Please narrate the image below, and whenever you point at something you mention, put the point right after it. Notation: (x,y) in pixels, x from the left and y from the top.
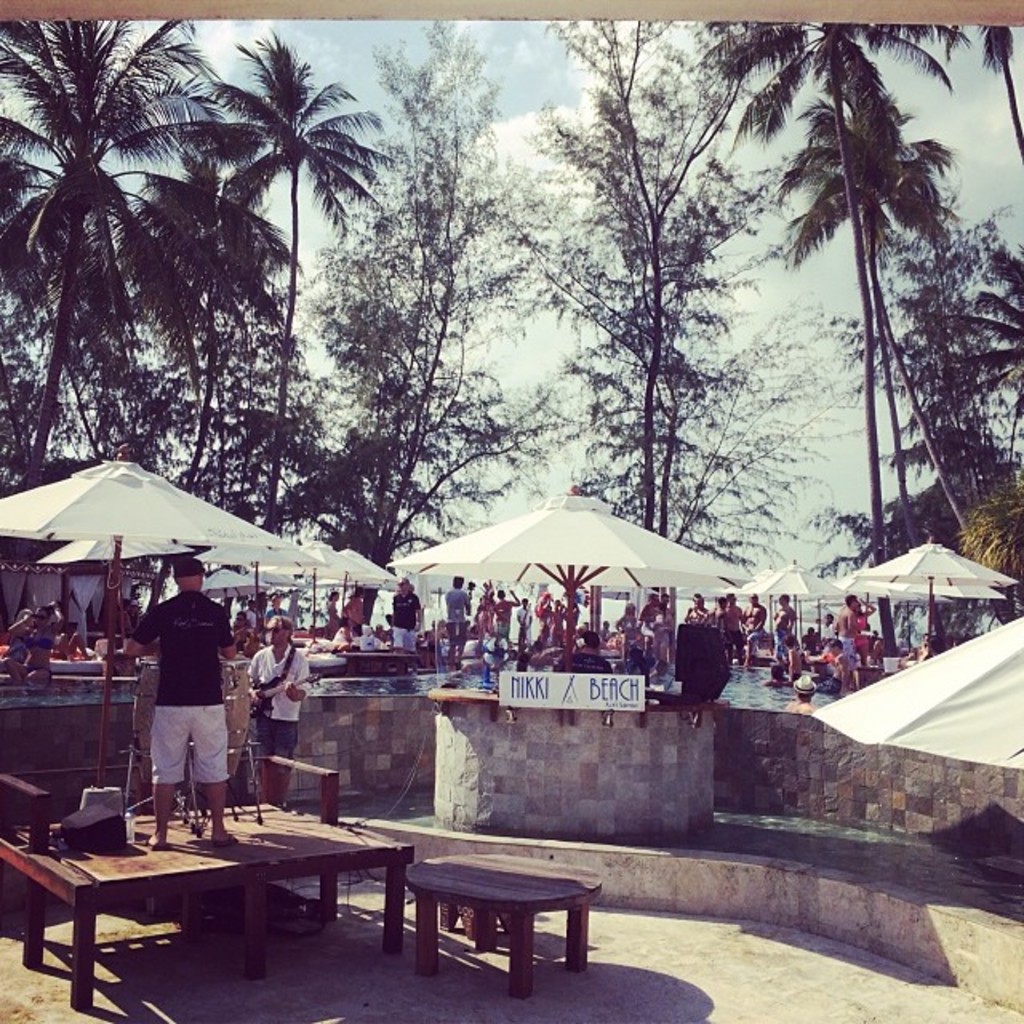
there is outside there are so many trees (369,288) are there some of people (806,636) are there in the water (758,683) and some of people (525,619) are standing on the floor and some of people (240,646) are standing on the table (276,833).
